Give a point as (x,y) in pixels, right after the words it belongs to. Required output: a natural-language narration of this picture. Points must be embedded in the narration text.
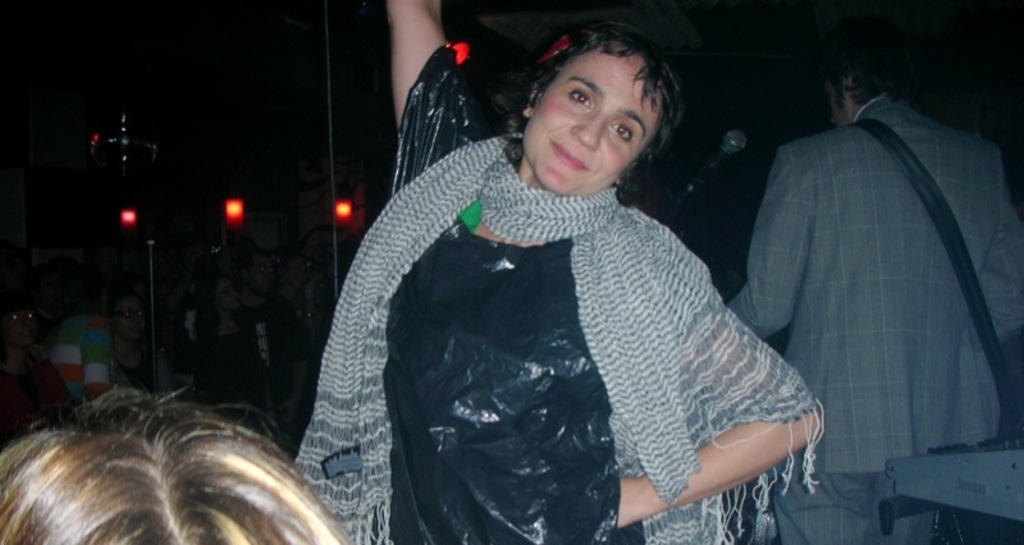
In this image there is a man (865,226) standing towards the right of the image (881,230), he is wearing an object (869,119), there is an object (974,464) towards the right of the image (967,480), there is a microphone (741,149), there is a woman (539,247) standing, there are a group of persons (245,324) towards the left of the image (176,373), there are lights (338,213), the background of the image (226,85) is dark.
